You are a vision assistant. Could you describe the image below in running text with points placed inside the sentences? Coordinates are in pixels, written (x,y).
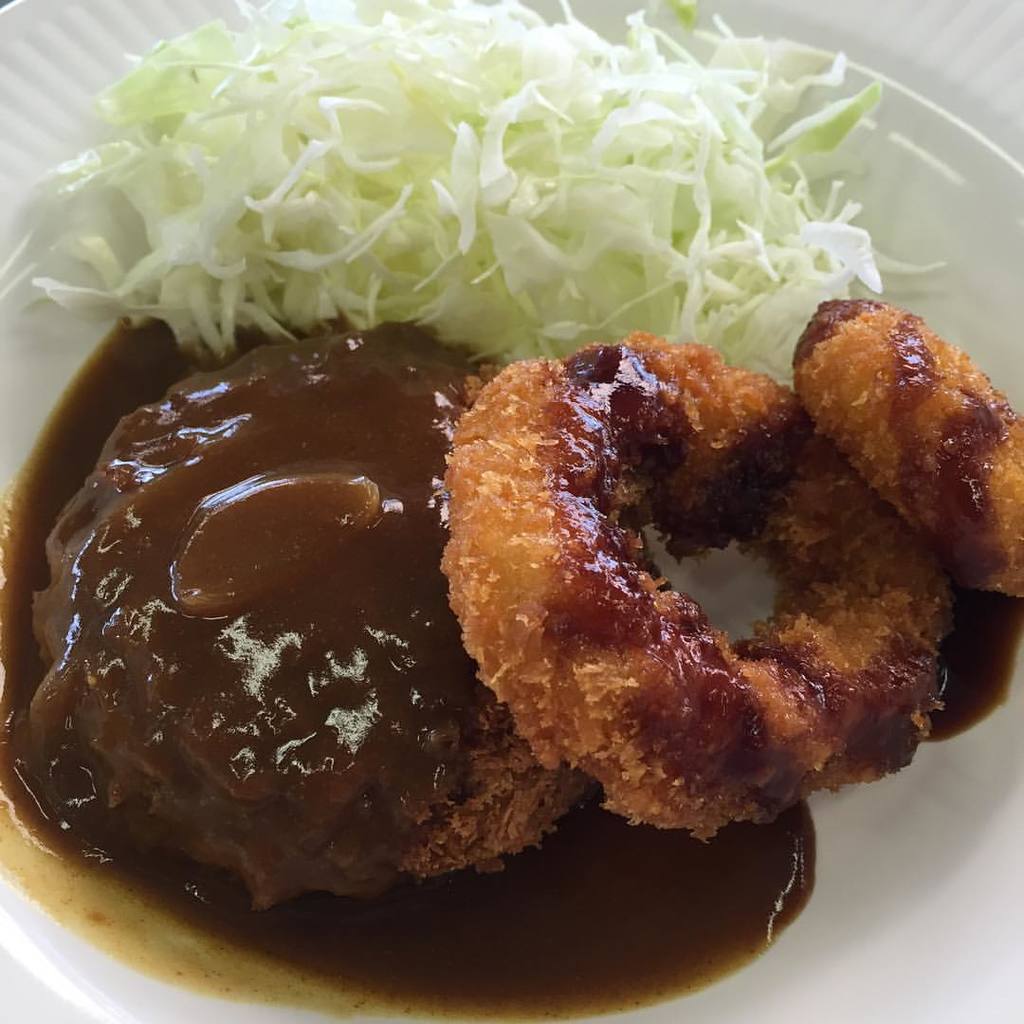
In this image we can see some food items (474,458) on a plate (961,1015).
